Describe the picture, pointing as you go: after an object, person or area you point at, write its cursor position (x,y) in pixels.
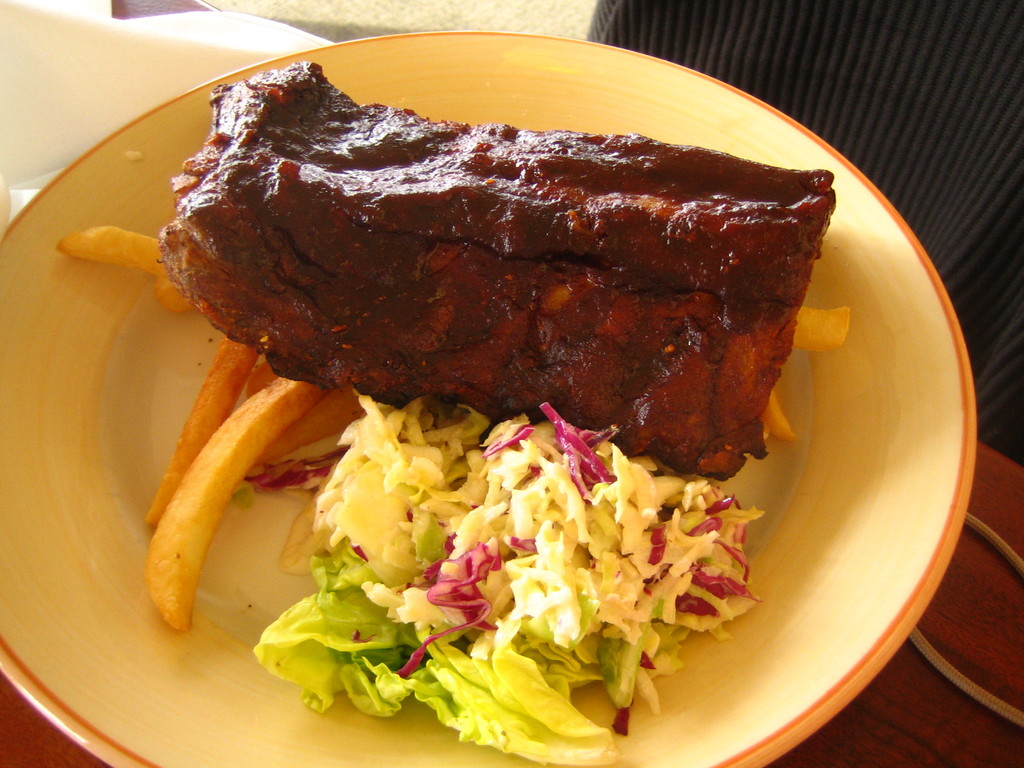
In this picture there are different food items (396,399) on the plate (705,632). At the bottom (971,630) it looks like a table (978,620) and there is a cloth (62,7) and plate (951,482) on the table (1005,576). At the back (749,62) it looks like a chair (1005,243). At the top (478,14) it looks like a mat (375,14).
